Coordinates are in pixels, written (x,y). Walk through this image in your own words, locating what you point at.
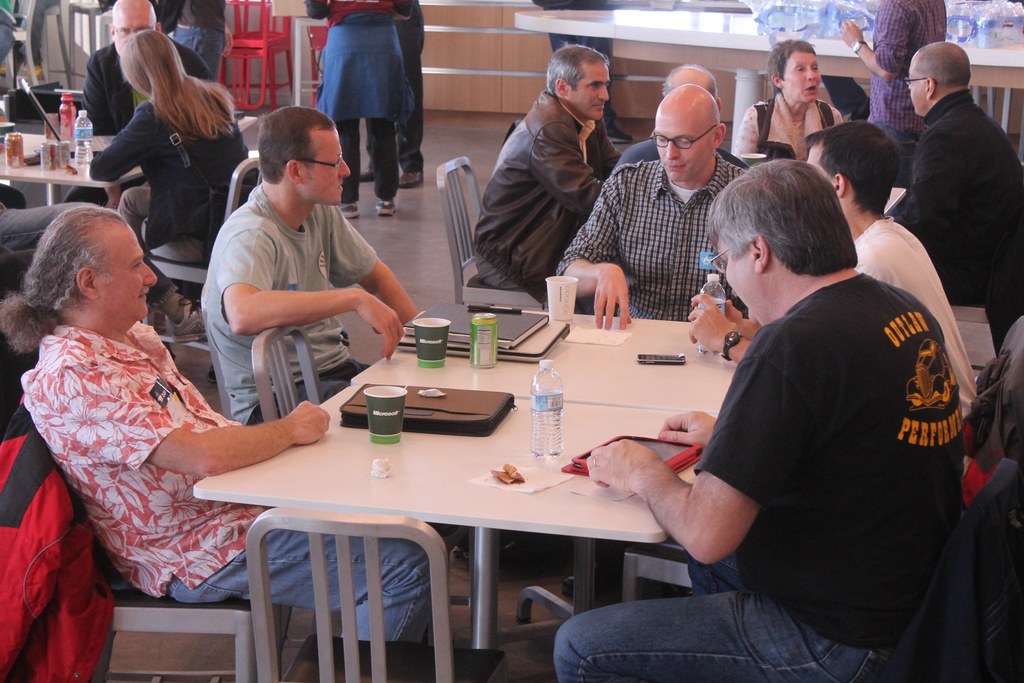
In this picture we can see a group of people (310,197) sitting on chairs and in front of them on table (526,398) we have bottles (539,449), papers (494,483), file (505,412), glasses (374,388), tin (490,350), mobile (644,358), pens (469,311) and in background (569,31) we can see a table (579,21) with bottles (805,17) on it, wall (476,33), chairs (255,44), some persons (199,32) standing.
